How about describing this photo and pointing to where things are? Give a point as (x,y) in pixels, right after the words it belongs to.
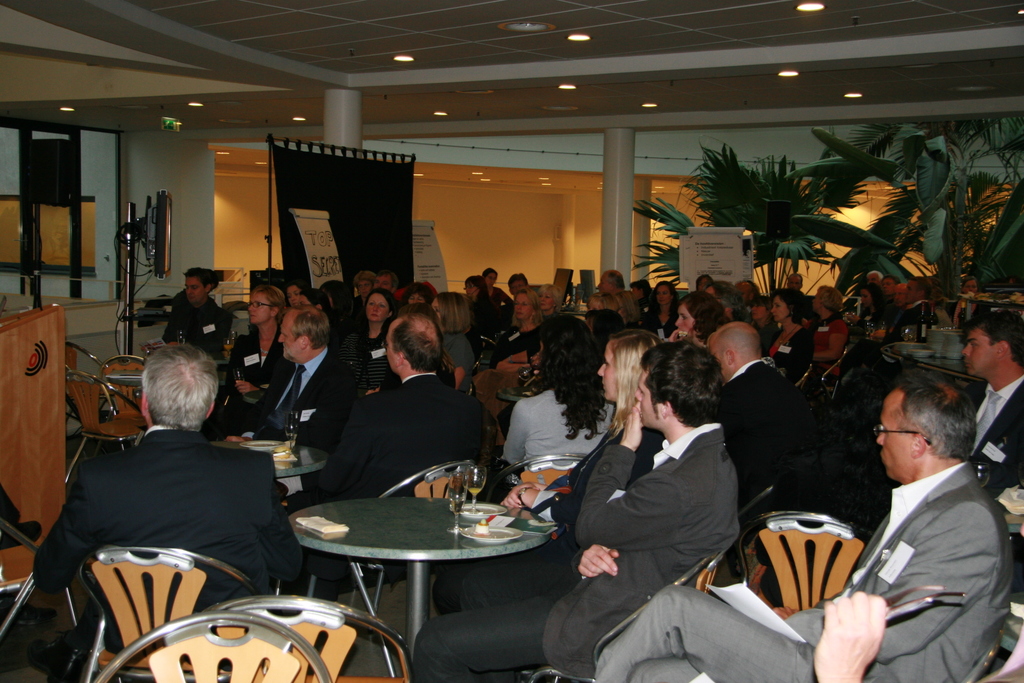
This picture shows a group of people (127,474) seated on the chairs (436,486) and we see few wine glasses (455,488) on the table (407,608) and couple of plants (1019,143) and a television (170,209) and a podium (19,410).
